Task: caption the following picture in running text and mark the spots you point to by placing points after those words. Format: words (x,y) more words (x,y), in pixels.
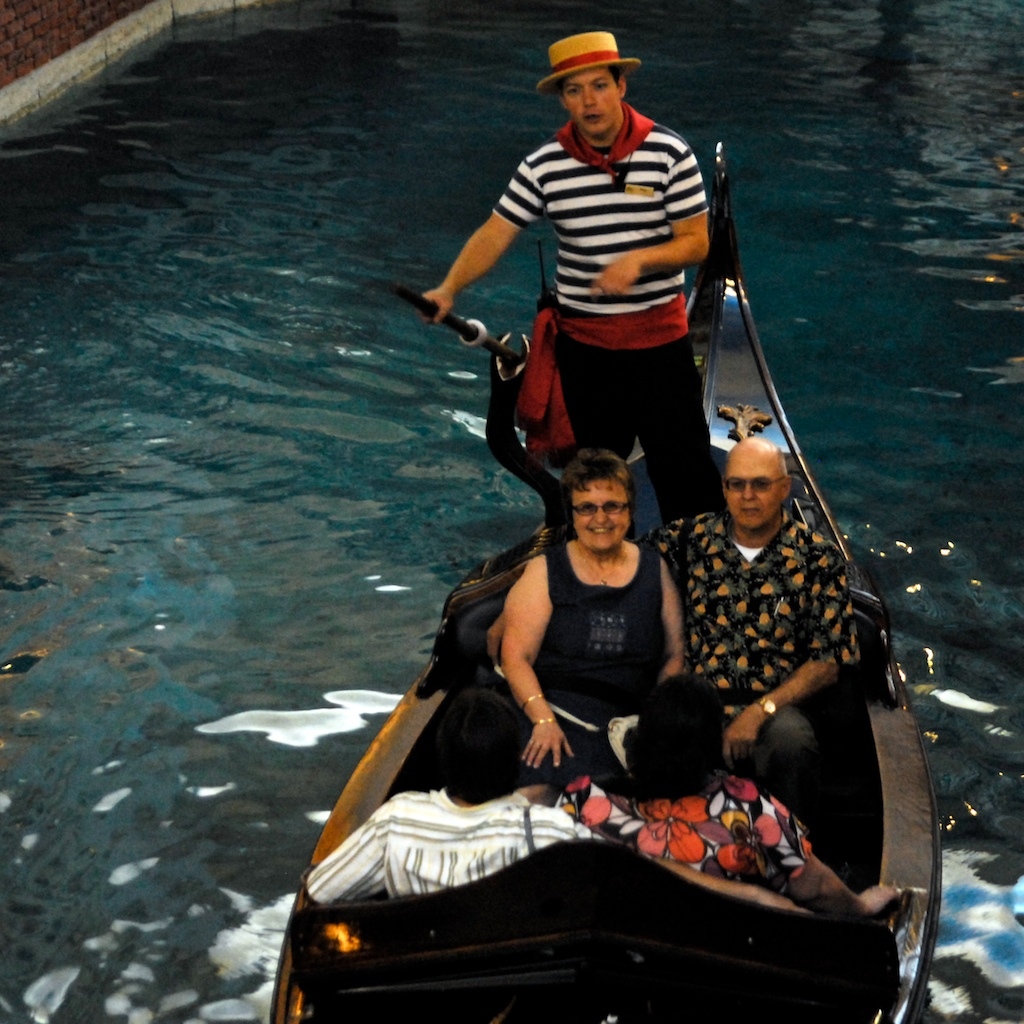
There are four persons (613,641) in different color dresses (760,779) sitting on the seats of a boat (851,775). On which, there is a person (654,407) standing and driving it on the water (360,531). In the background (39,40), there is a brick wall (71,30).
